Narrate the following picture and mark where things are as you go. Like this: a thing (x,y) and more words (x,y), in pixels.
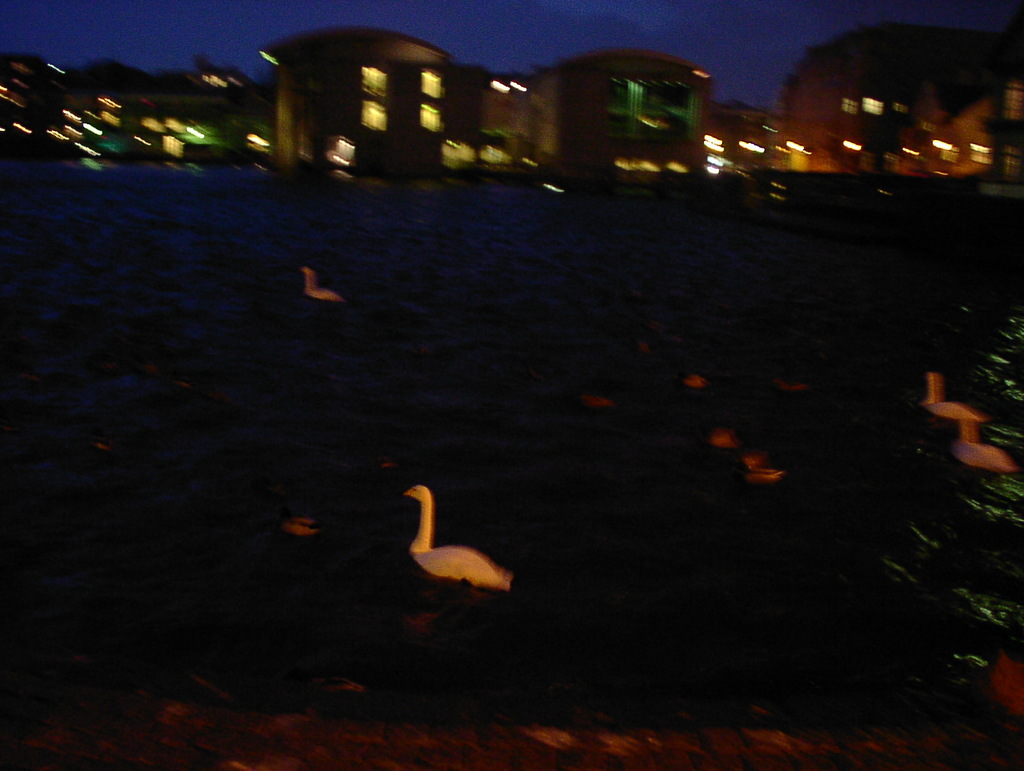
In this picture I can see ducks (491,582) in the water (543,357), there are buildings (536,146), and in the background (532,5) there is sky (554,5).
